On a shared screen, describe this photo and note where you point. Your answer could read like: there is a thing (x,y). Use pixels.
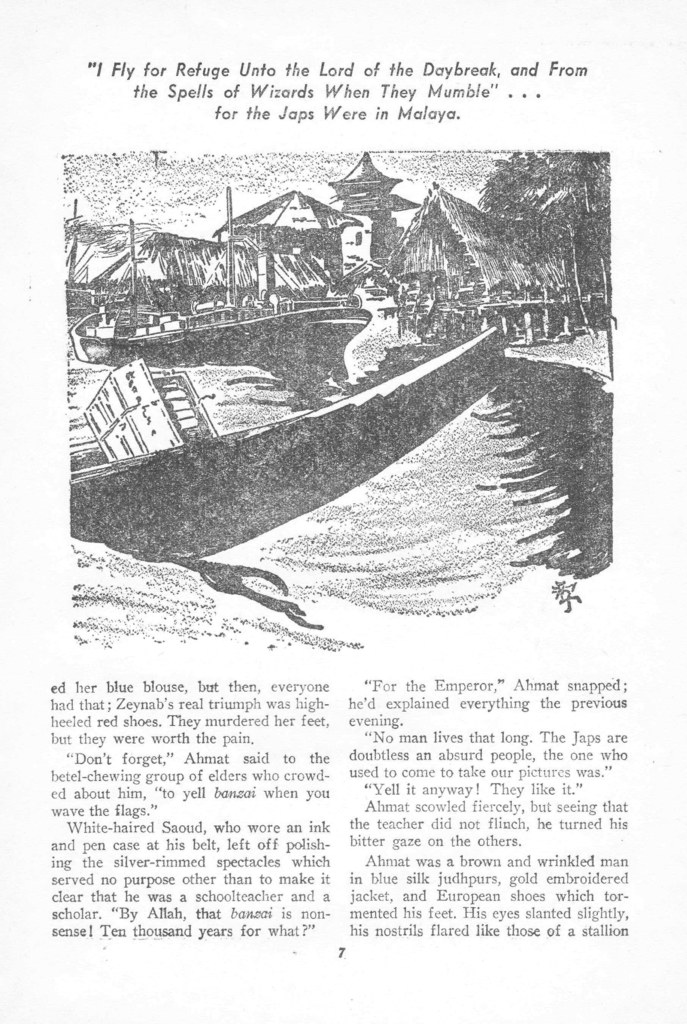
In this image, we can see an article (423,612). Here there is a picture (258,432). In this picture, we can see few houses (302,291), trees (609,265), poles (131,242) and some objects (268,462).
